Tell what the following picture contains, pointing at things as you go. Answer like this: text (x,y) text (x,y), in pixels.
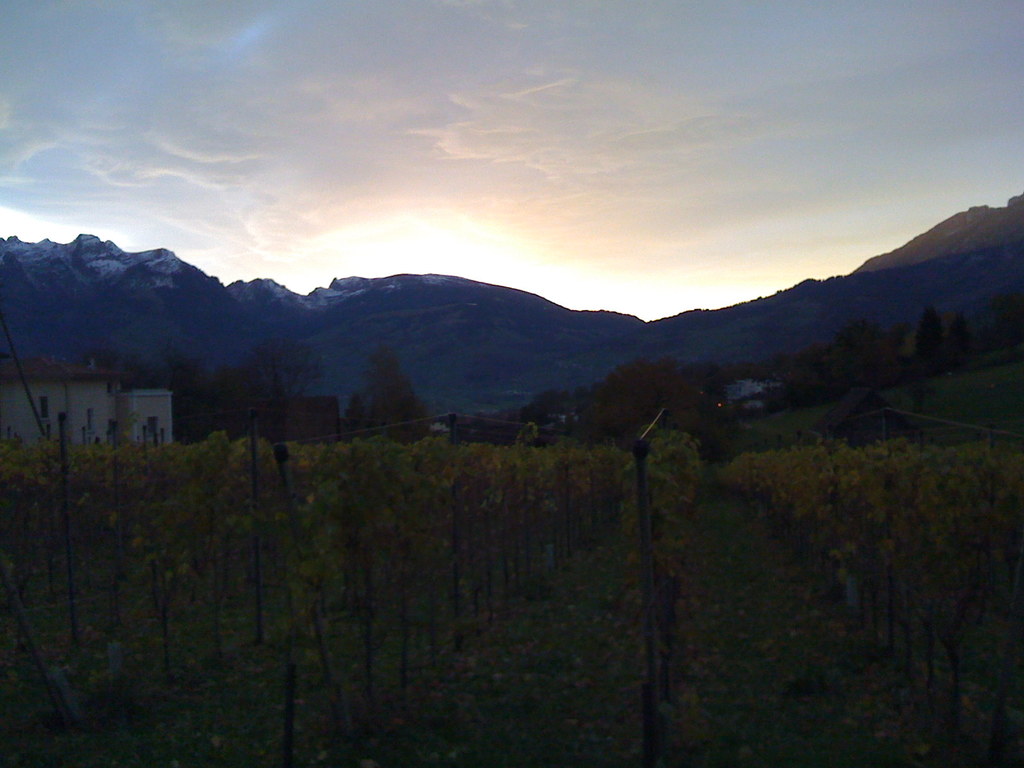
In this image we can see group of plants (683,545) and poles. In the center of the image (657,377) we can see a building (110,400) with windows (40,405) and roof (72,381), group of trees (409,398). In the background (1007,242), we can see mountains (981,269) and the cloudy sky (417,190).
